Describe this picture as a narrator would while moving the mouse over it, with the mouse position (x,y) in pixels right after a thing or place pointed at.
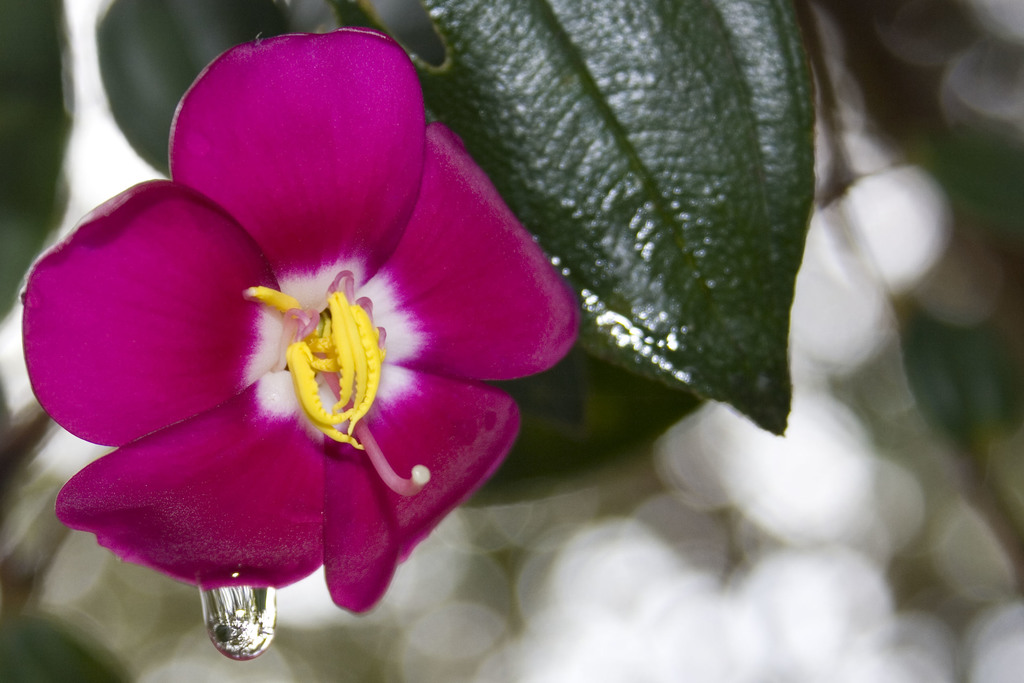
In this image we can see the flower (189,363) and also the leaves (122,62). We can also see the water droplet (237,596) and the background (977,572) is not clear.
